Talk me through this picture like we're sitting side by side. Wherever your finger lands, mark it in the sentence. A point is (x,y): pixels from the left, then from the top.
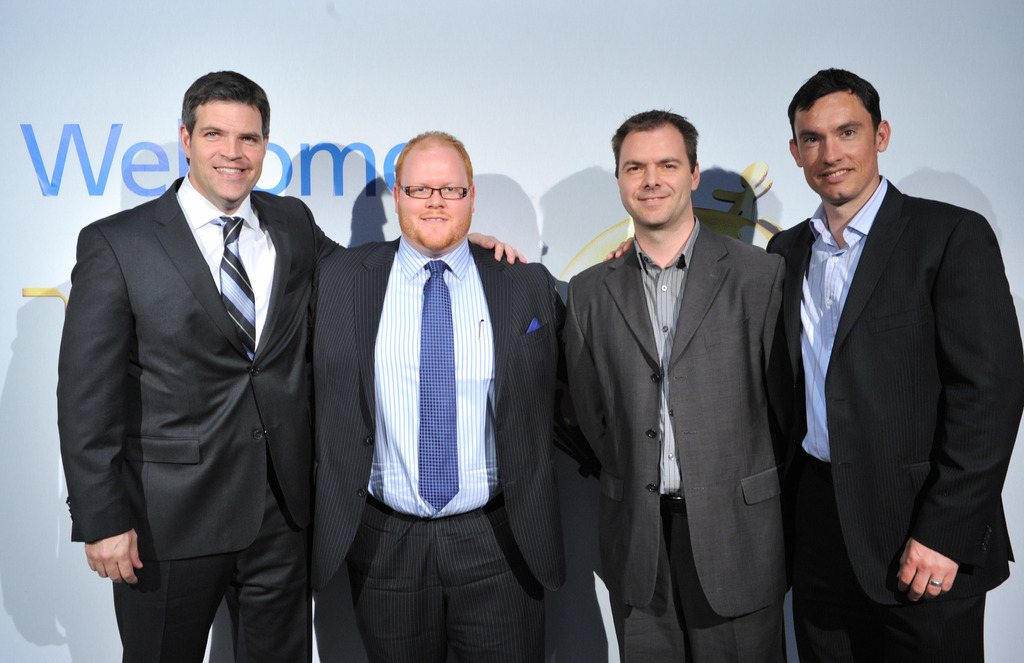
In this image we can see four persons (936,405). They are wearing a suit (362,523). They are smiling.
